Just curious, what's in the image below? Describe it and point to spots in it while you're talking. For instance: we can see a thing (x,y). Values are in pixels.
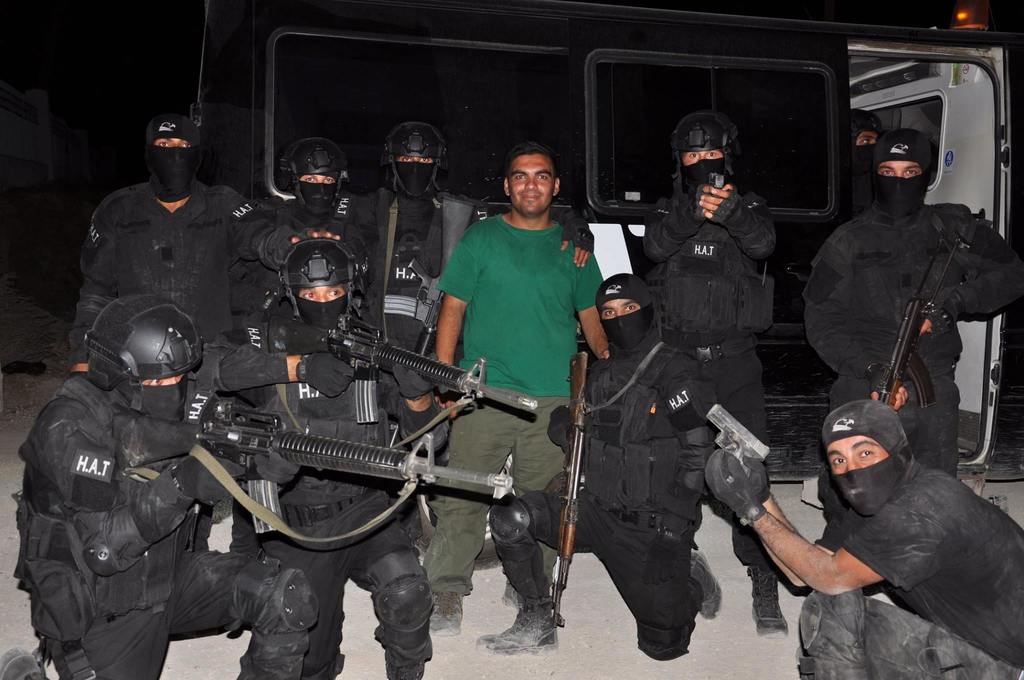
In this image, there are a few people (686,388). Among them, some people (669,536) are holding objects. We can also see the ground (651,676) and a vehicle (536,111). We can also see the wall (32,139) on the left (58,176). We can also see the dark sky (122,157).
